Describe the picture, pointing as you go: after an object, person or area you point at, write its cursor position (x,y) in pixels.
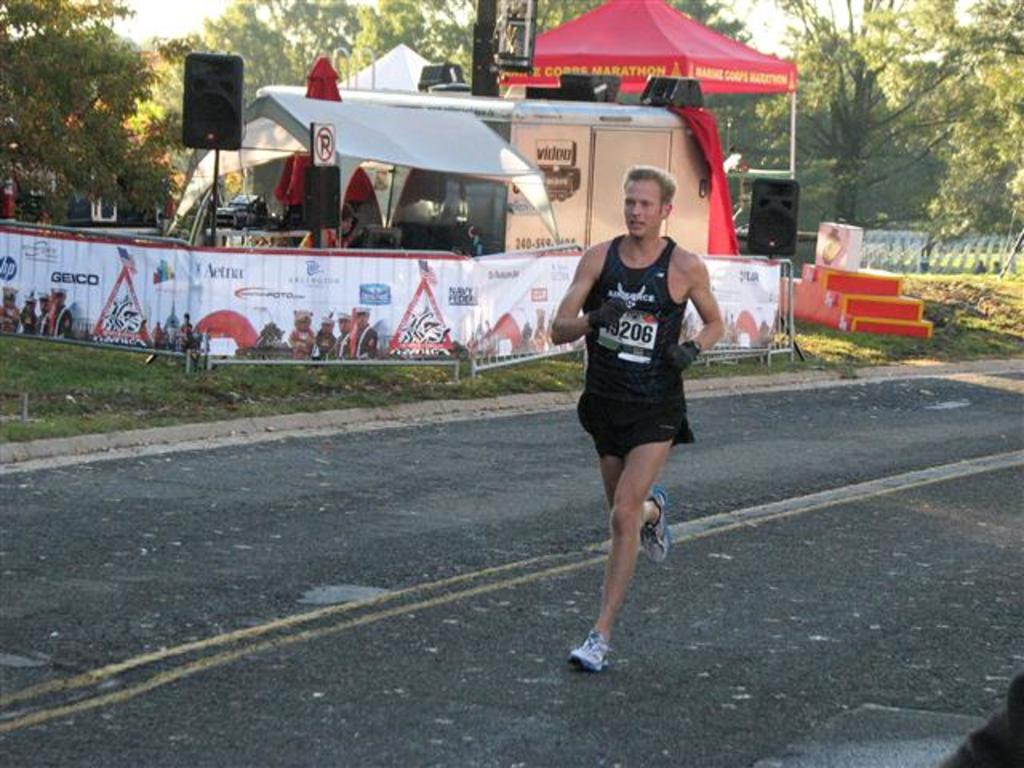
In this picture I can see a man (662,304) running in the middle (668,420), in the background (409,126) there are boards (406,265), speakers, trees (401,32) and a tent (544,71). On the right side (863,306) those are looking like the stairs (868,301).
